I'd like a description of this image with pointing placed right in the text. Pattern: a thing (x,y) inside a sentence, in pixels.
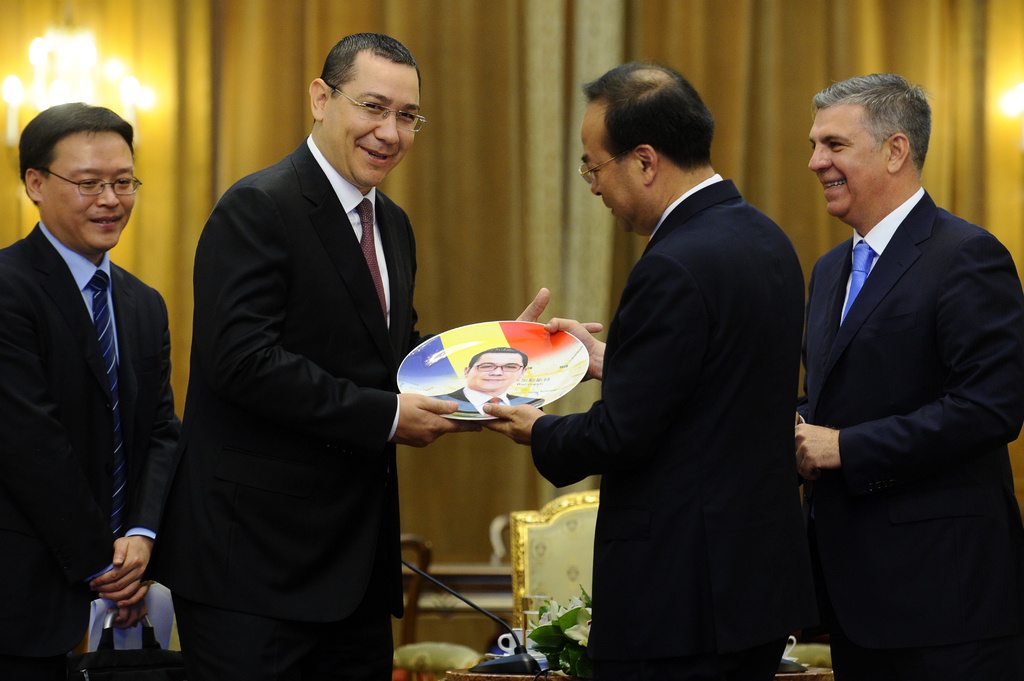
In the center of the image (676,243) we can see two people (351,395) standing and holding a memento (529,369) in their hands (488,410) and there are people (980,459). In the background (202,134) there is a curtain (187,108) and we can see lights (78,67). At the bottom (581,578) there are chairs (536,565) and there is a bouquet (572,638).
